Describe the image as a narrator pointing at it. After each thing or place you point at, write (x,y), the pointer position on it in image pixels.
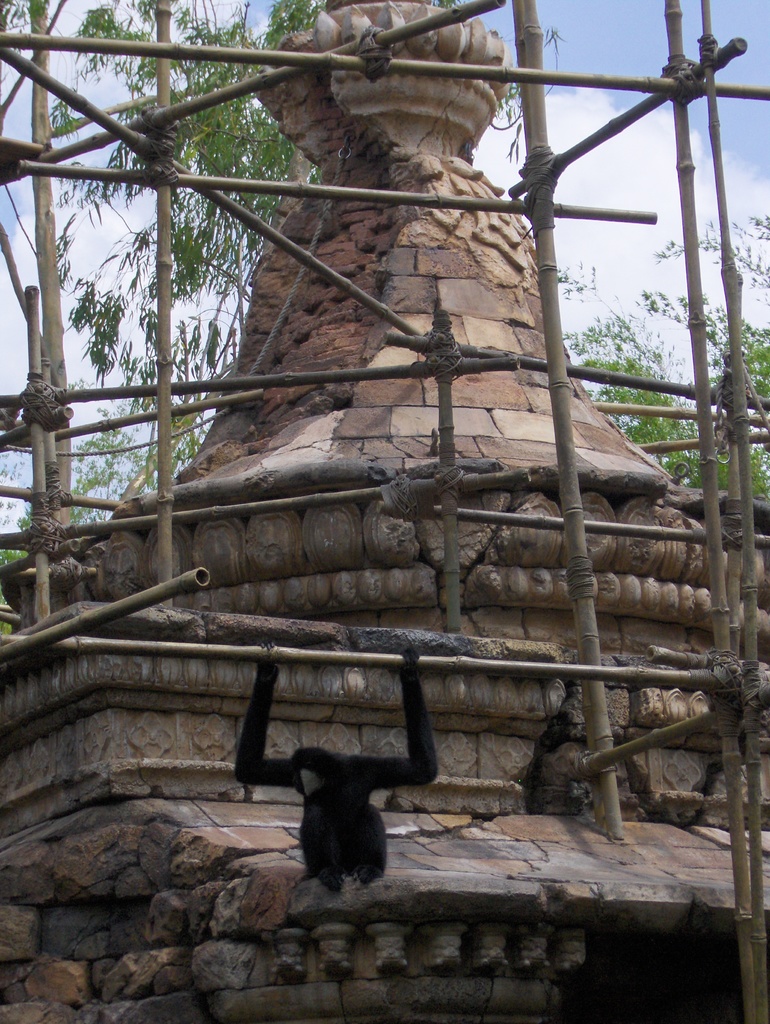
In this image we can see poles (566,160) are tied with ropes (32,394). In the middle of the poles (430,22) there is a sculpture (339,567). An animal (327,775) is holding a pole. In the background of the image (639,329) there is a cloudy sky (746,189) and there are trees (257,155).
